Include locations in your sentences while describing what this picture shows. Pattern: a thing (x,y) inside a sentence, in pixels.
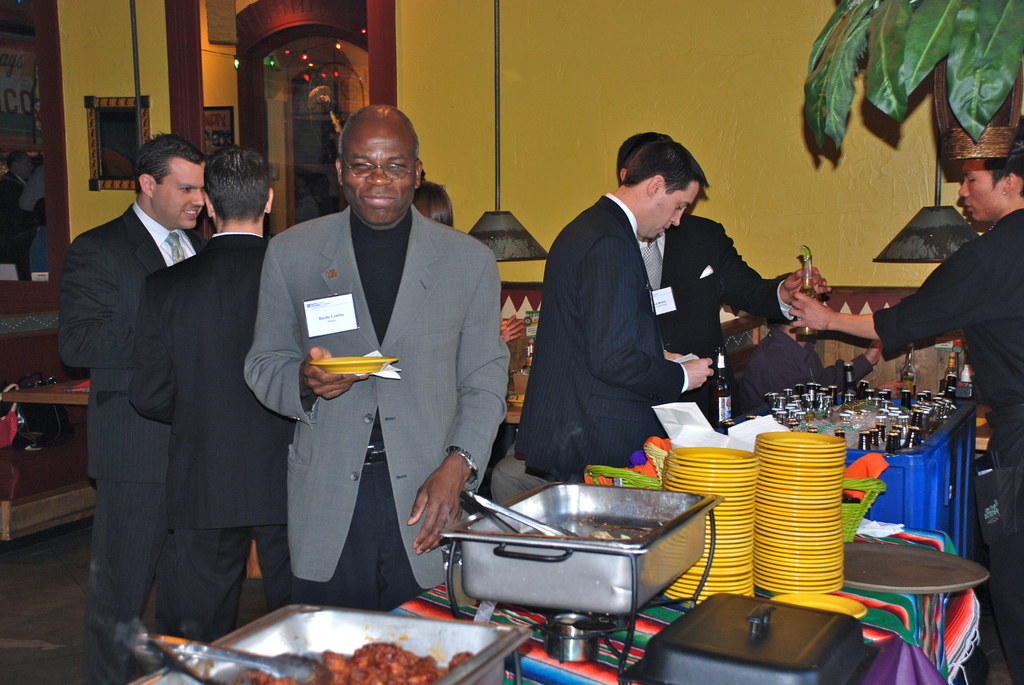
In this picture we can see plates (716,450), cooking vessels (482,562) and some food (343,679) in an object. We can see a person (352,242) holding a plate (368,370) and a few things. There are a few people (297,362) holding objects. We can see leaves (981,2), lights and other objects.
